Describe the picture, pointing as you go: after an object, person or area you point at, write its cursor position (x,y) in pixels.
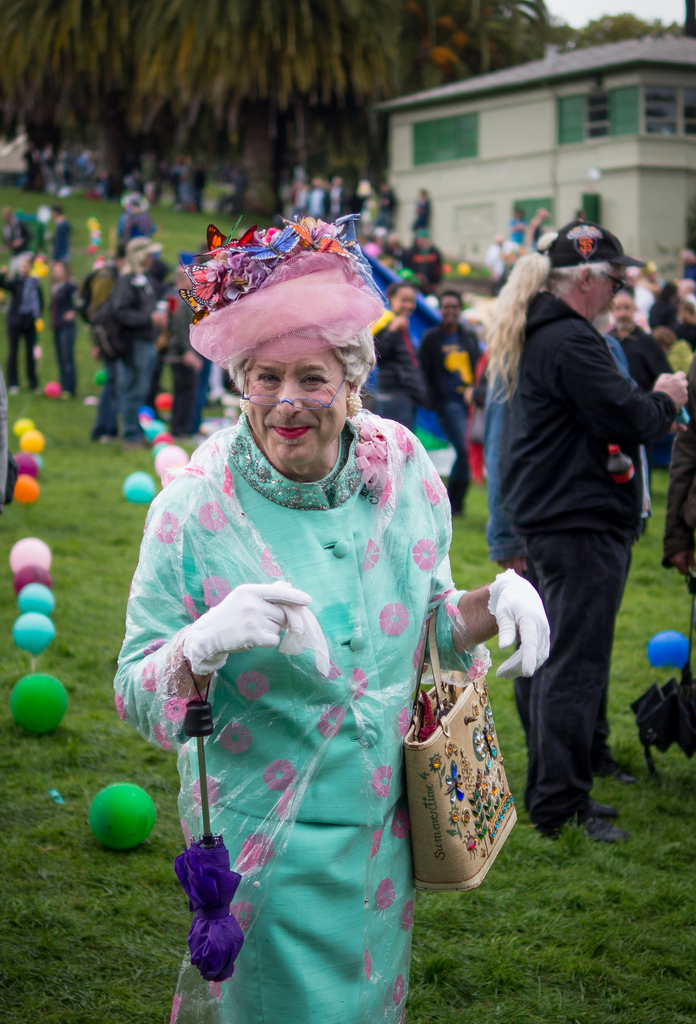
In this Image I see a woman (314,224) who is standing and she is wearing a costume (216,451) and I can also see that she is smiling, I see that there is an umbrella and bag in her hands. In the background (660,199) I see the balls (165,398) and lot of people (30,351) who are on the grass (117,548) and I can also a building (670,192) and few trees (481,48).
